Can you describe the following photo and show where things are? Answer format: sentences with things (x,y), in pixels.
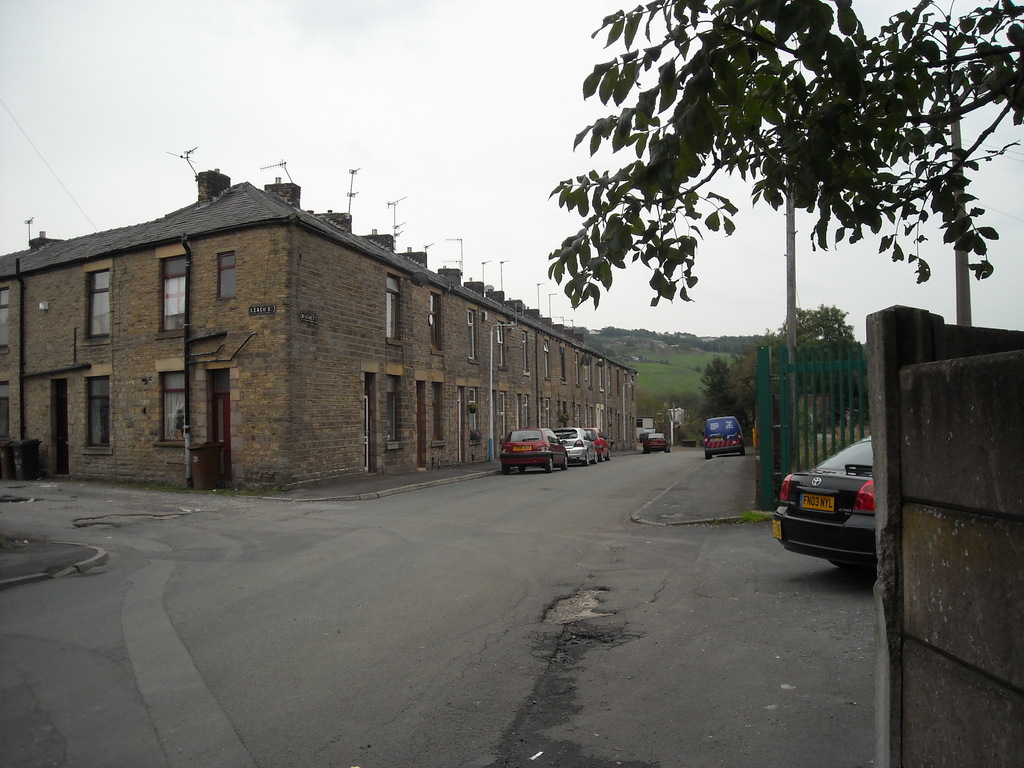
This picture is taken on a street (604,566). Towards the left (241,374), there is a building (317,305) with windows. Beside the building (459,400), there is a road (516,522) in the center (653,469). Towards the right (808,505) there is a car (816,505), wall (899,451), gate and trees (925,25). On the top (894,19), there is a sky (390,94).
